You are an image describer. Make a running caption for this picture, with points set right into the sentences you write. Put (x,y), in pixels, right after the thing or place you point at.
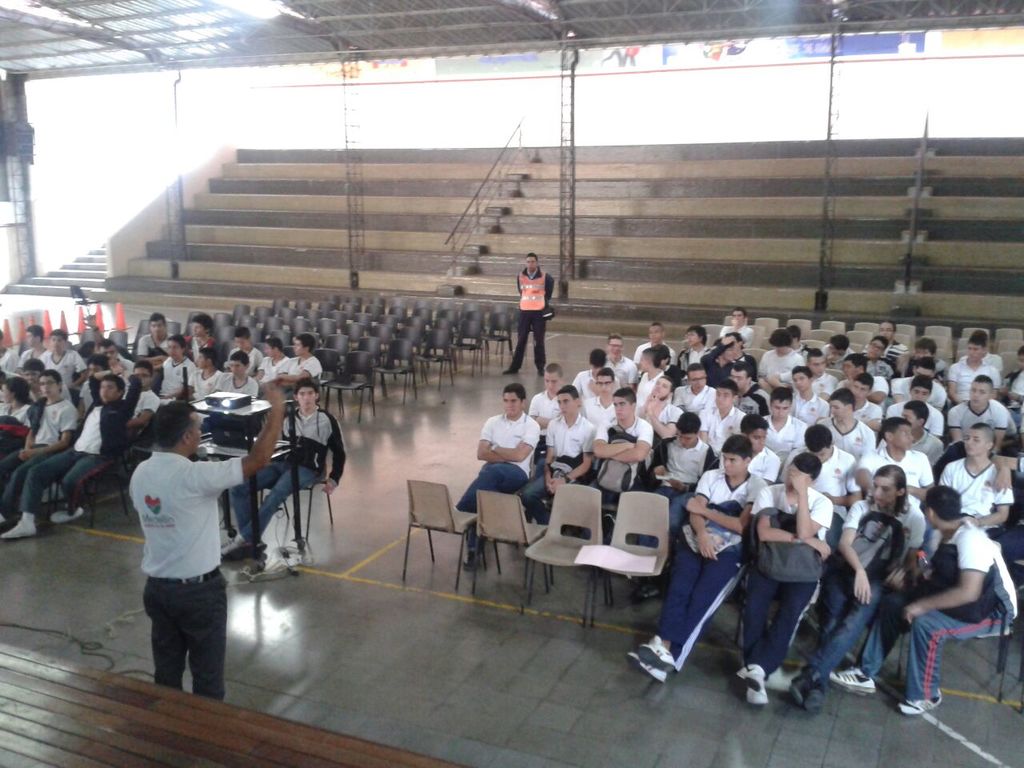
Here we can see group of people (610,500) sitting on the chairs (617,496). This is floor (348,646) and there are two men (164,669) standing on the floor (366,650). Here we can see a table (249,446) and a device (236,400). In the background (1003,43) we can see poles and hoarding (790,57).
